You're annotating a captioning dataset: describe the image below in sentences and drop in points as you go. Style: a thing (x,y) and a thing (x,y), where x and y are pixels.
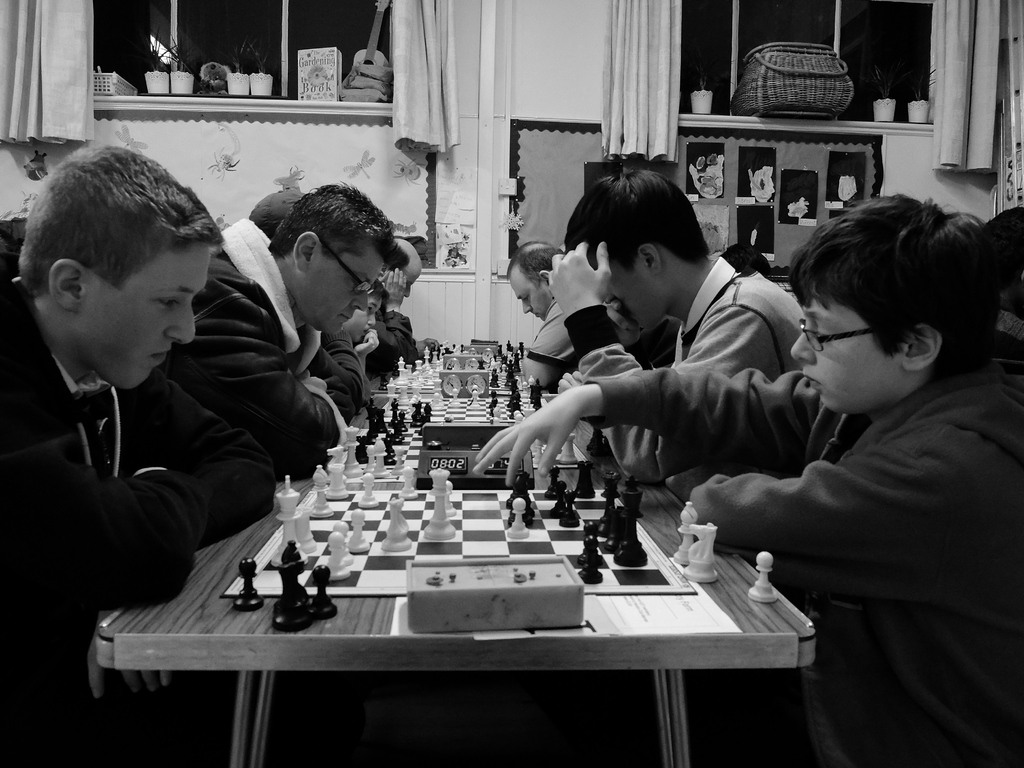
There are many persons (550,279) sitting and playing chess board (372,526). There are many tables (729,582). On the table (742,594) there are chess boards (427,502), coins (445,489) and timers (491,596). A boy (848,456) in the right corner (912,466) is wearing a specs (815,346). In the background (432,149) there is a wall (569,89), curtains (609,87), guitar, baskets (750,88), glasses (724,96), paintings (722,174).
